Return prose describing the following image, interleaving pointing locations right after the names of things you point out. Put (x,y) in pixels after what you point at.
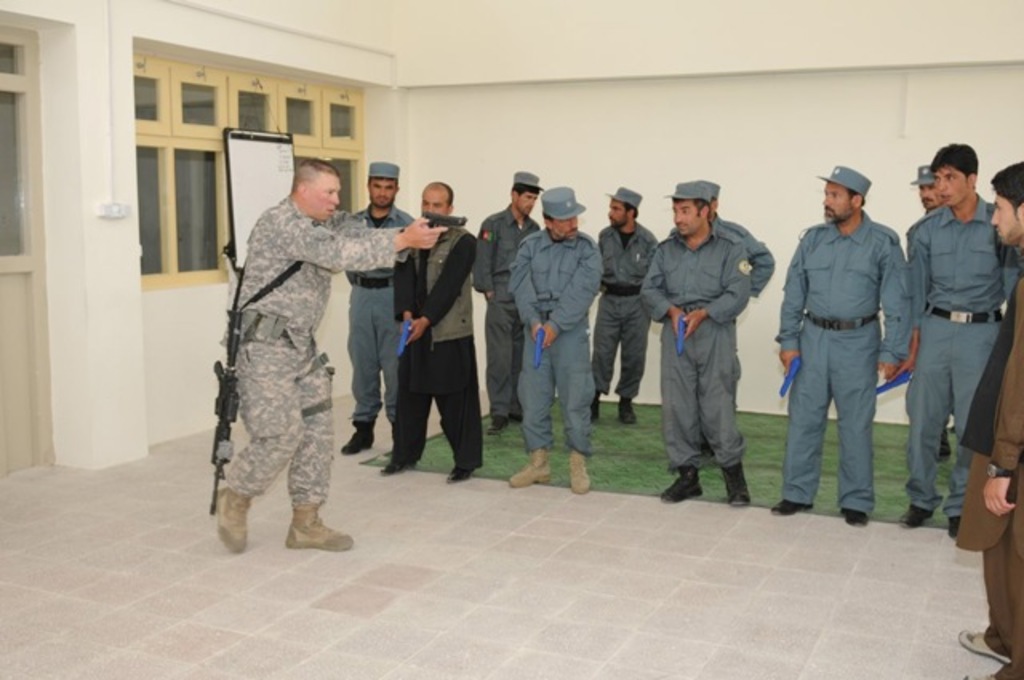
In this image we can see people (442,263) wearing uniforms (858,366) and holding guns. In the background (270,192) there is a board (250,190), windows (196,179), door (5,223) and a wall (653,144).
